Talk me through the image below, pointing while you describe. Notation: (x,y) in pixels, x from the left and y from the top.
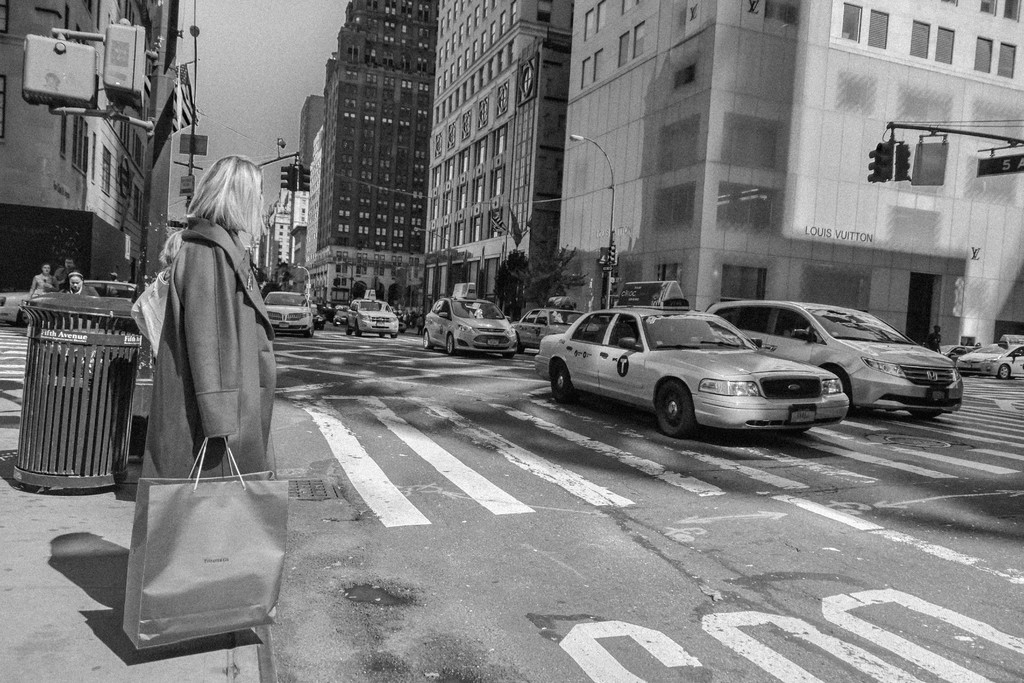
This is the picture of a city (433,124). In this image there are buildings (543,238) and trees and street lights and there are vehicles (722,307) on the road (996,431). On the left side of the image (238,336) there is a woman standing on the footpath (32,511) and holding the bag (204,606) and there is a dustbin (44,315) and there are group of people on the footpath (26,523). At the top (277,29) here is sky (256,44) and there are flags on the buildings (318,195). At the bottom (633,559) there is a road (816,493).
